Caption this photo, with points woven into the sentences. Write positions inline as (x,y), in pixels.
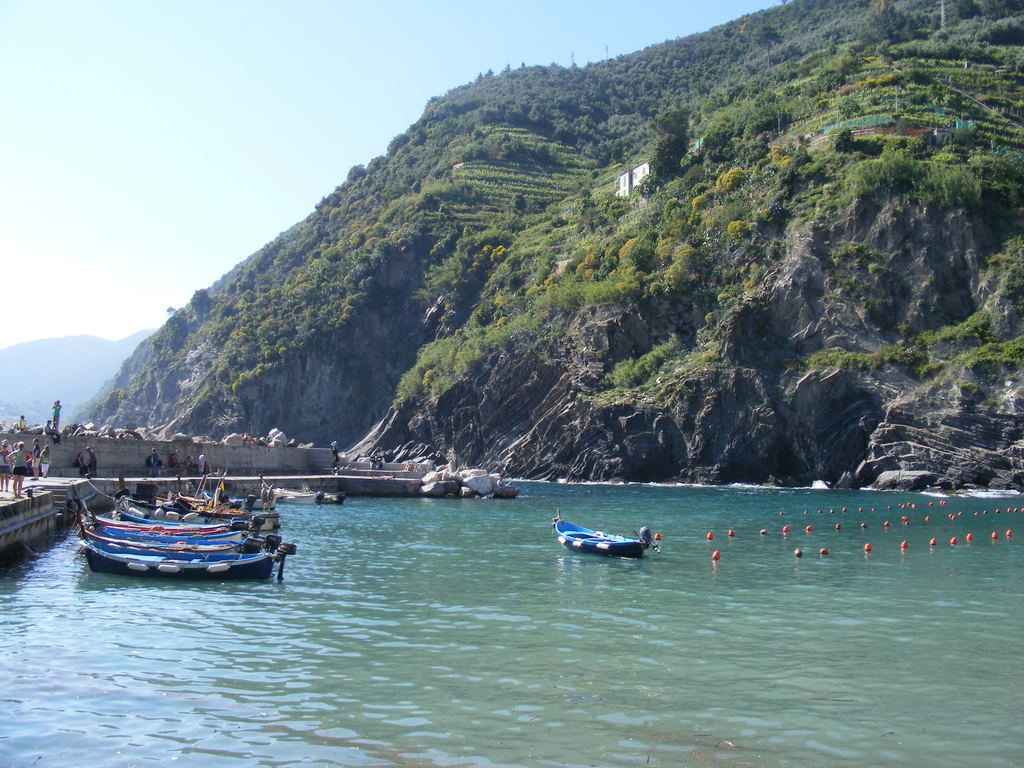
In this image I can see few boats (329,501) on the water (450,501), in front (248,562) the boat (232,565) is in blue color. Background (5,468) I can see group of people (18,464) standing, trees (358,190) in green color and the sky (241,119) is in white color.
